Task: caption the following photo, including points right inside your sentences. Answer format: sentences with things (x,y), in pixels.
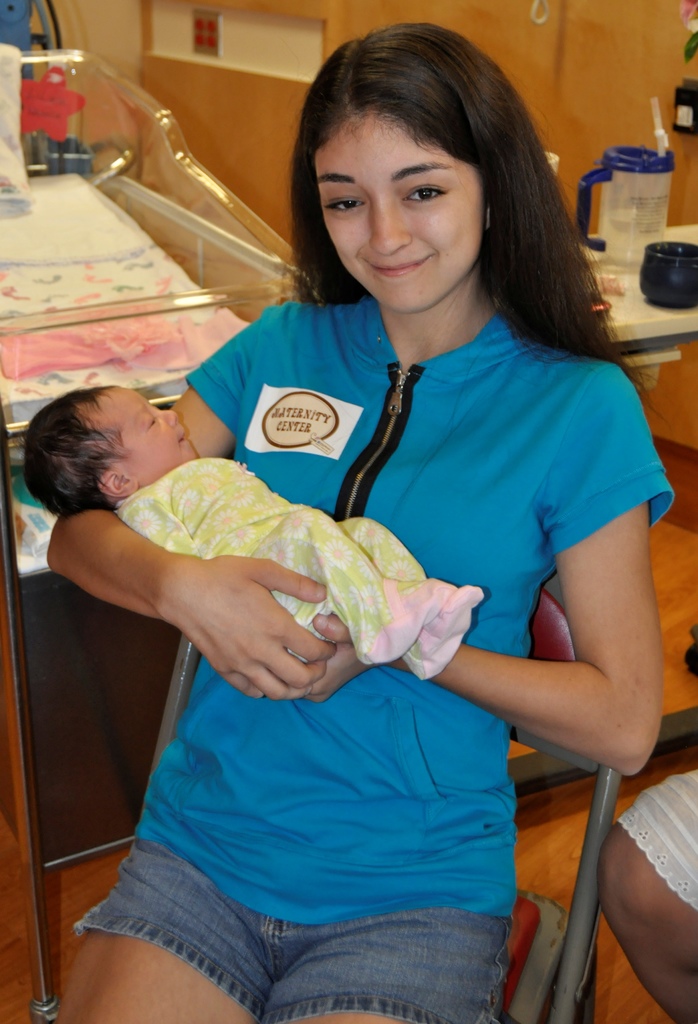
There is a woman (481,339) in blue color t-shirt (460,401), holding a baby (392,548) with both hands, smiling and sitting on a chair (534,980). In the background (101,364), there is a bed (103,223), a jug (654,106) and an object (672,288) on the table (630,292) and there is wall (594,106).
